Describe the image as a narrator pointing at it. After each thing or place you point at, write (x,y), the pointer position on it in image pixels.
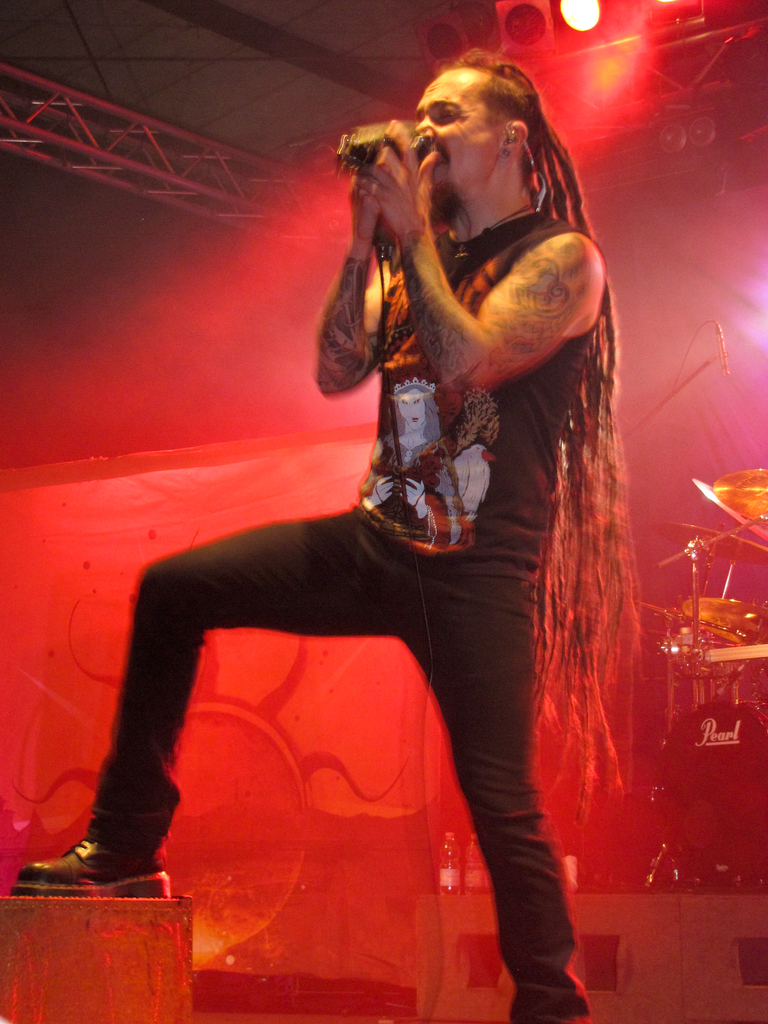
In this image, we can see a person (425,325) wearing clothes (498,447) and holding a mic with his hands (400,228). There are musical instruments (715,607) on the right side of the image (677,727). There is a light (573,15) at the top of the image (573,5). There is a metal frame (231,179) in the top left of the image (157,147).
